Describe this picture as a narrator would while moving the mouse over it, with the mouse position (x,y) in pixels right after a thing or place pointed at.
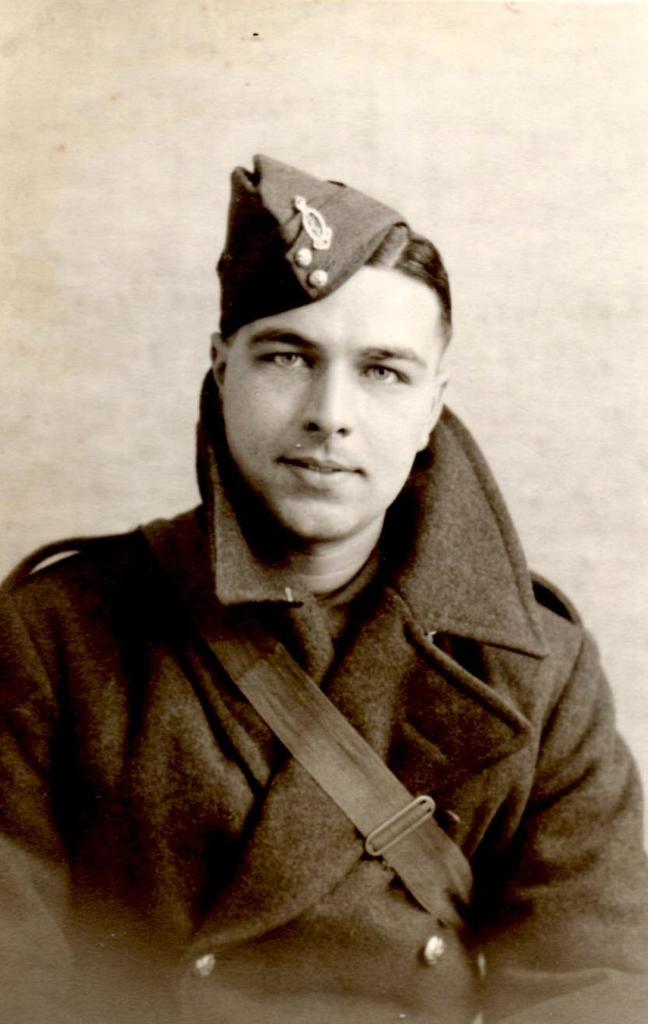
This is a close up image of a person (275,830) wearing clothes (285,846) and cap (276,257) and the background is white.
